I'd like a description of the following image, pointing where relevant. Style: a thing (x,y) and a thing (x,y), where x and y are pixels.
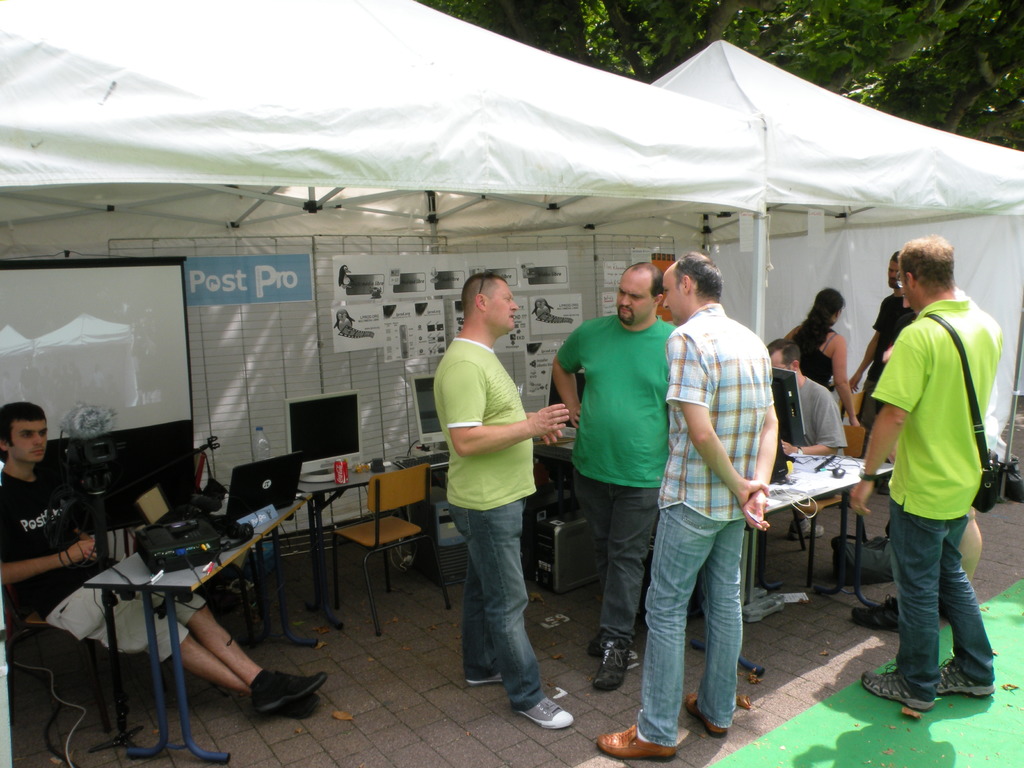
In the middle of the image (382,416) there is tent (236,350). Behind the tent (236,350) there are some trees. Top left side of the image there is a screen (138,319). Bottom left side of the image (1,536) a man (27,455) is sitting on a chair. In front of him there is a table (115,580) on the table (102,577) there are some laptops (236,478) and water bottle (263,432) and tin (339,469). Bottom right side of the image (910,545) few people (738,320) are standing.
